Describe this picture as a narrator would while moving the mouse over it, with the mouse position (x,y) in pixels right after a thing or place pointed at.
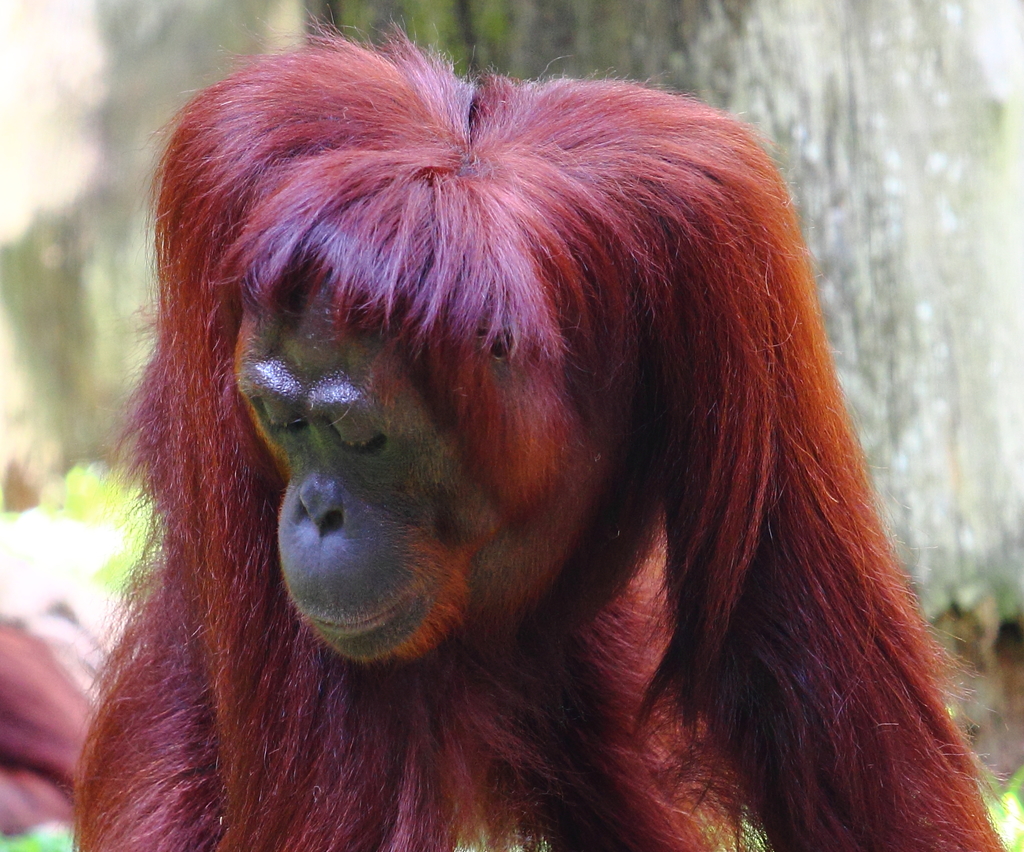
In this image we can see an animal (462,493). There is a trunk (928,221) of the tree (925,220).
